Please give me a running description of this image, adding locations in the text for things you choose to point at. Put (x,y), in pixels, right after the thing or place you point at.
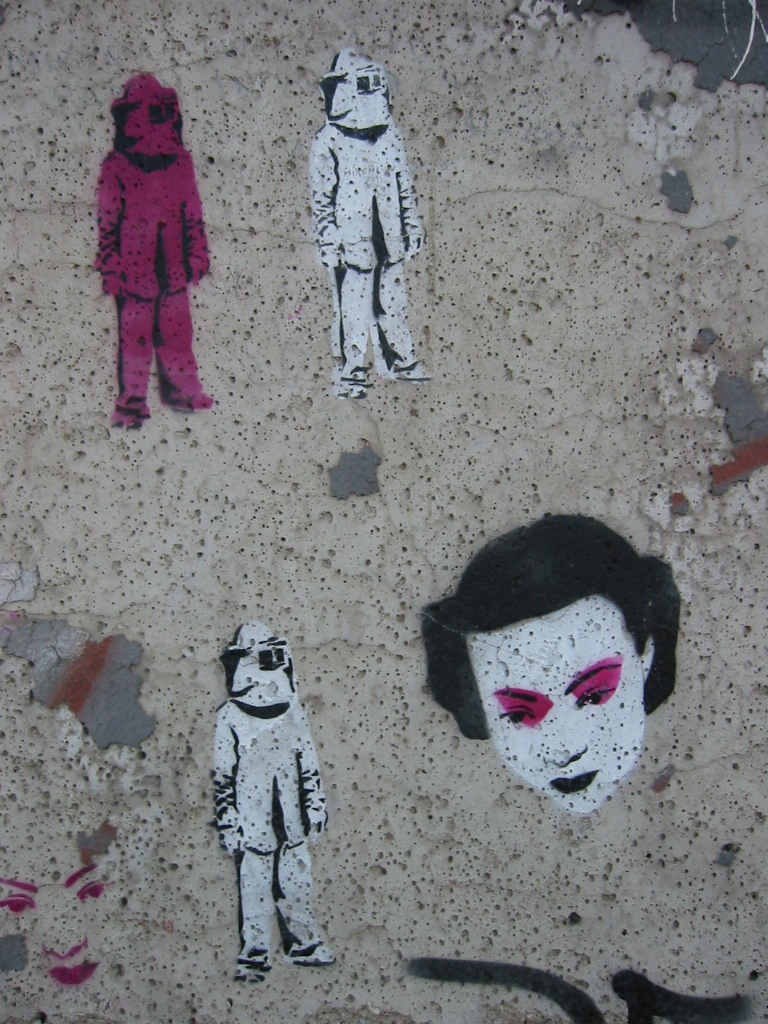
In this picture we can see painting (403,335) of four people (362,233) on the wall (355,408).
